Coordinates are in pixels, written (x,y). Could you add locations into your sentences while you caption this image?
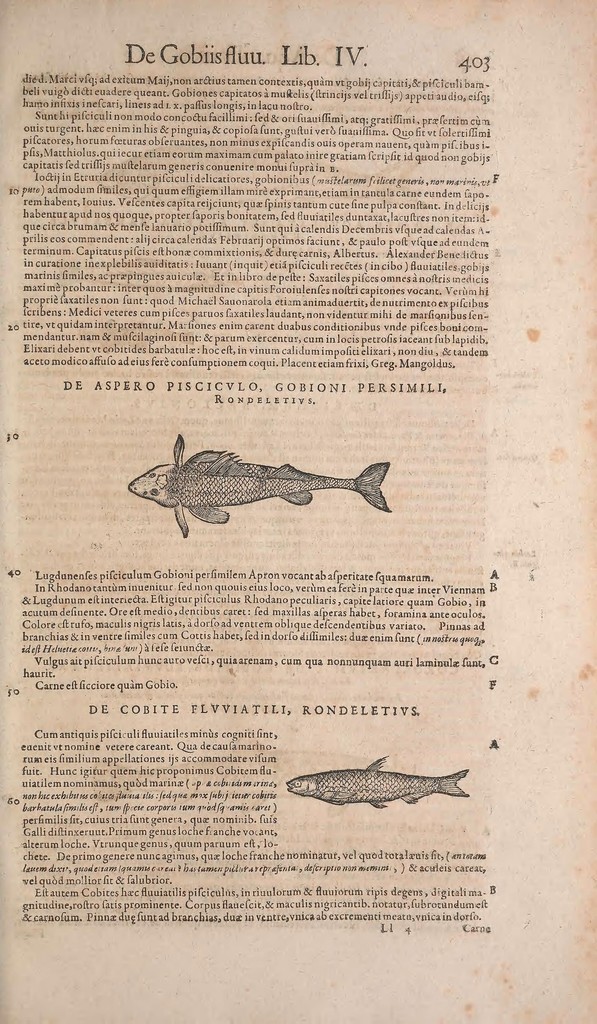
In this image we can see pictures (409,781) of fish (279,494) and some text (324,589) on a paper (342,354).
